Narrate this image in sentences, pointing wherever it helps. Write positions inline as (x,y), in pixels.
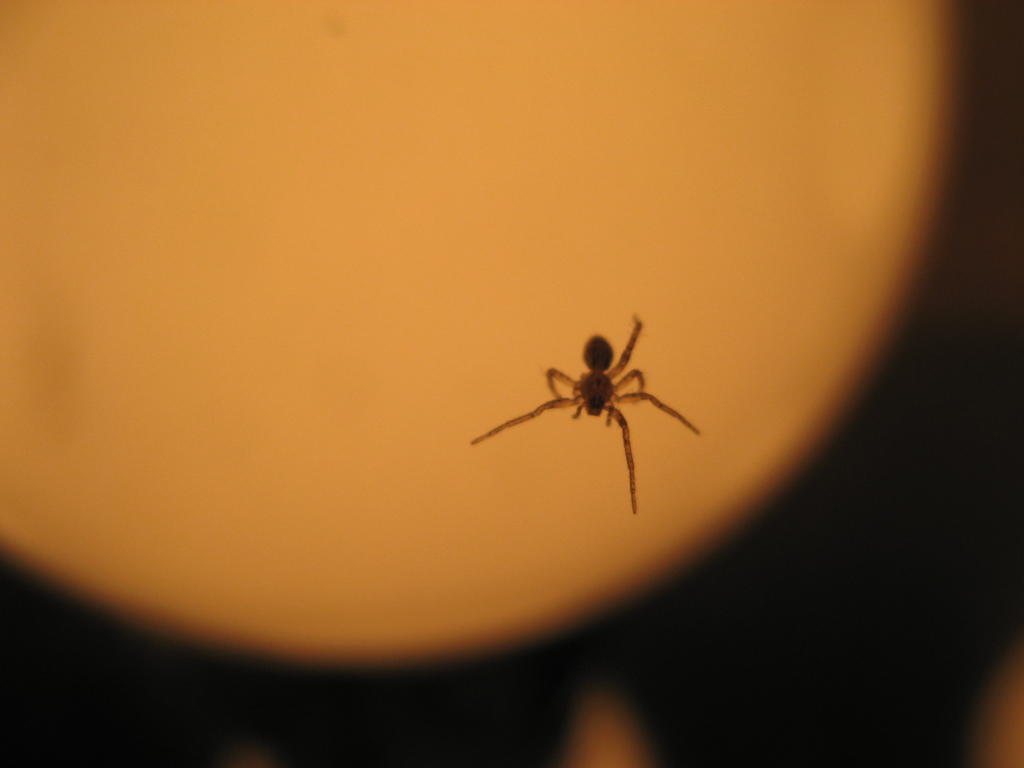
In the picture I can see a spider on the orange background. The bottom of the image (370,683) is dark.
